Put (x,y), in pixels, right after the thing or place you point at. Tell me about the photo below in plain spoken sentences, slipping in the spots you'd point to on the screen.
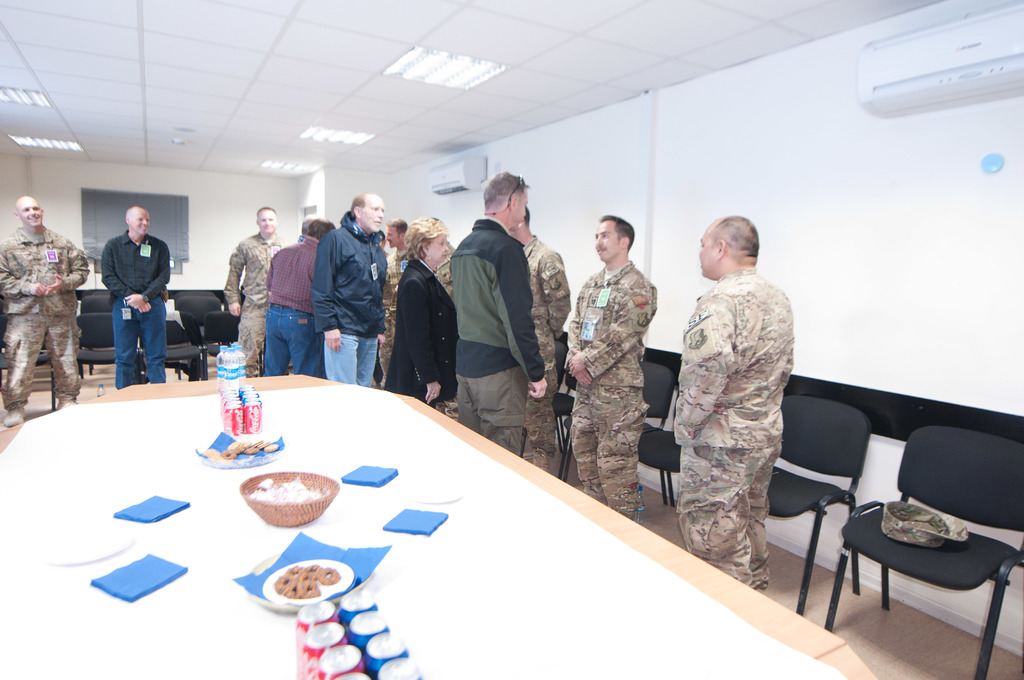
On the background (50,182) we can see a wall (499,158), board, air conditioners (907,75). This is a ceiling (241,85) and light (427,74). we can see lot many chairs (997,471) on the floor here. There is a cap (931,517) on the chair (966,547). On the table (393,489) we can see tissue papers (172,574), basket (286,510), plate of food (339,571), water bottles (234,370), tins (238,425). We can see few persons (254,302) standing and talking to each other and few are smiling.
